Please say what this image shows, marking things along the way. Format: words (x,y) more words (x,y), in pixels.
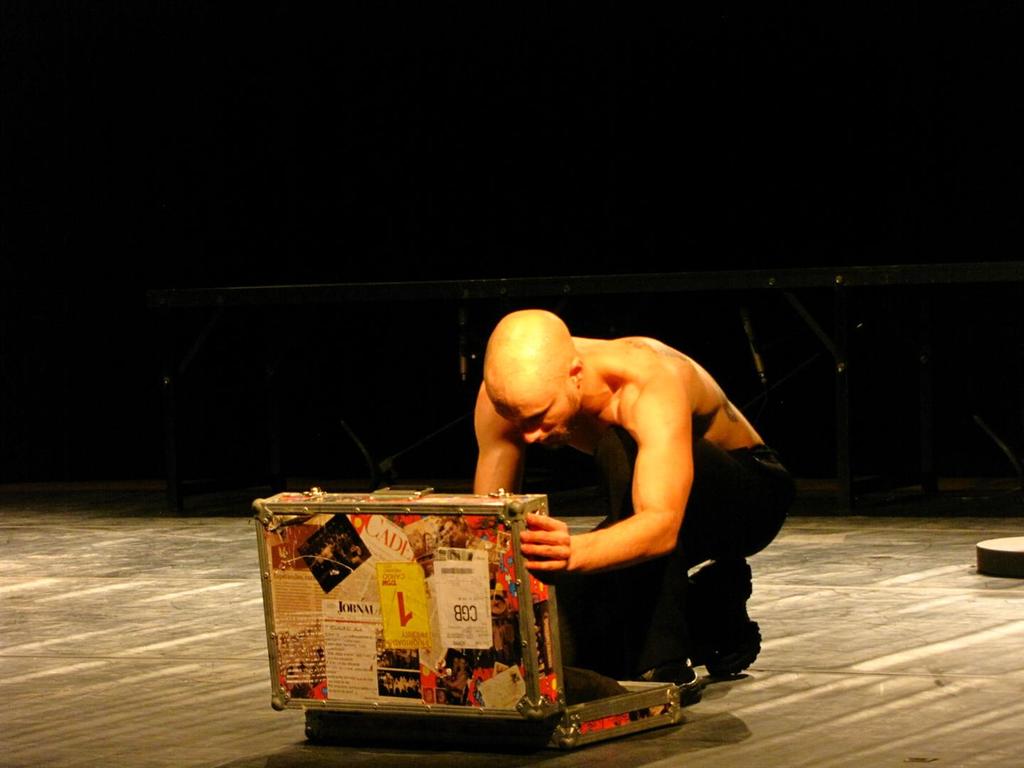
This image is taken indoors. At the bottom of the image (778,722) there is a floor (95,618). In this image the background (710,194) is dark. In the middle of the image (460,502) there is a suitcase (436,687) on the floor (103,557) and there are a few images (404,654) and a text (360,662) on the suitcase (407,620). A man (557,554) is in a squatting position and holding a suitcase (416,560).
